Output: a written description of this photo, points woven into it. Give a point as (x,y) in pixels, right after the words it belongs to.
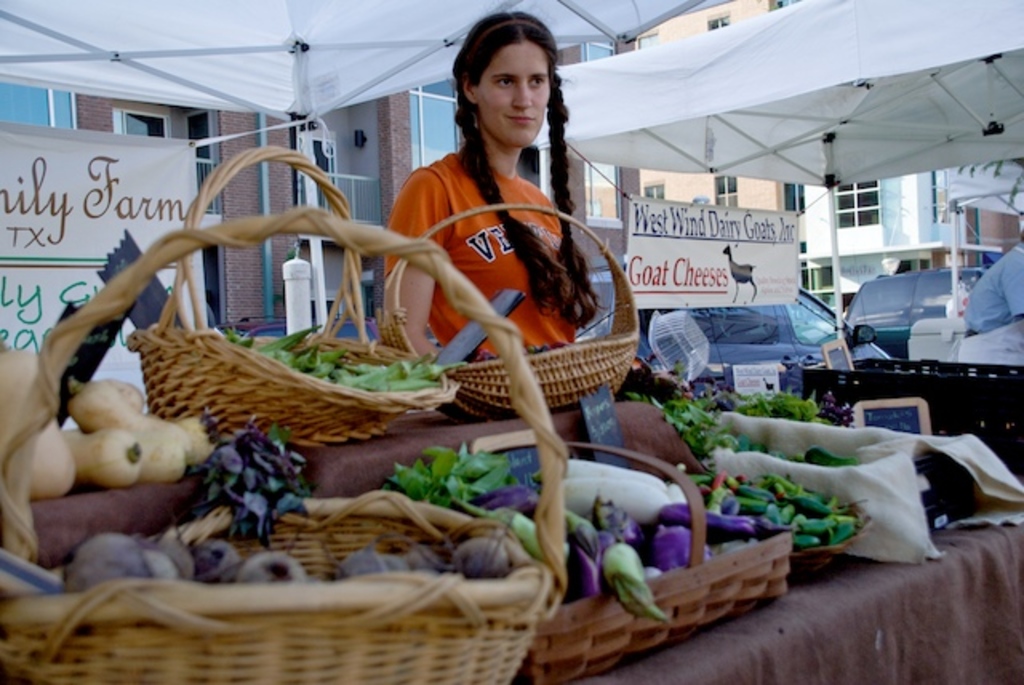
In this image, we can see a few people (1020,313). We can see different types of vegetables (681,530). There are a few buildings (829,268) and banners (715,246). We can see some vehicles (899,287) and boards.
